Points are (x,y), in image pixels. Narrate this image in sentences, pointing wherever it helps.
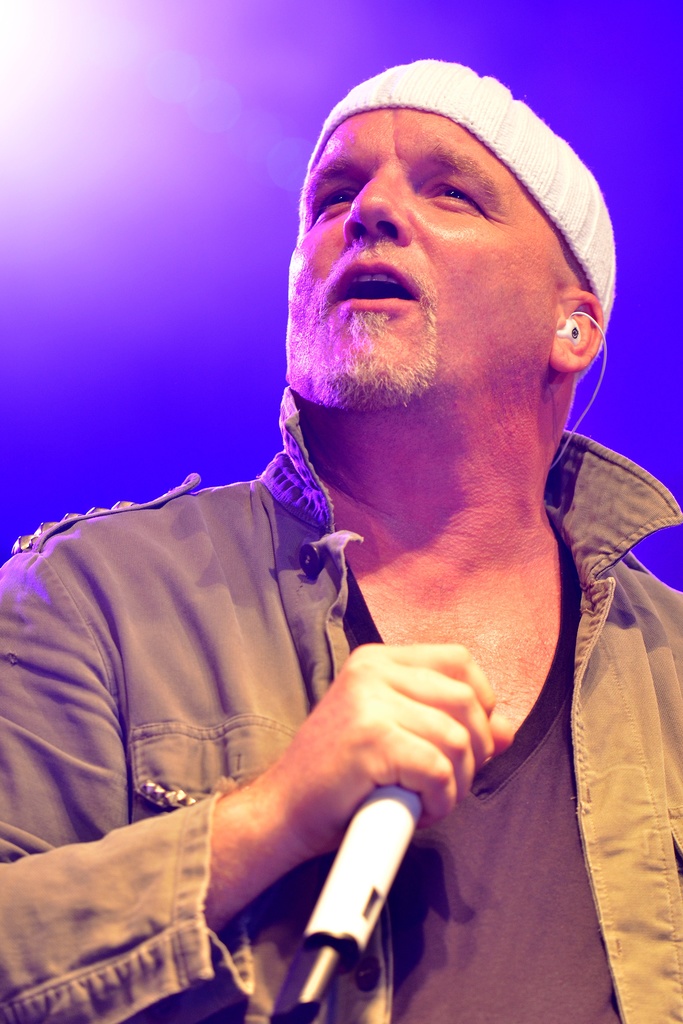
There is a person (30,964) in the center (441,648). He is wearing a coat (680,737) and he is holding a microphone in his hand (427,662).
